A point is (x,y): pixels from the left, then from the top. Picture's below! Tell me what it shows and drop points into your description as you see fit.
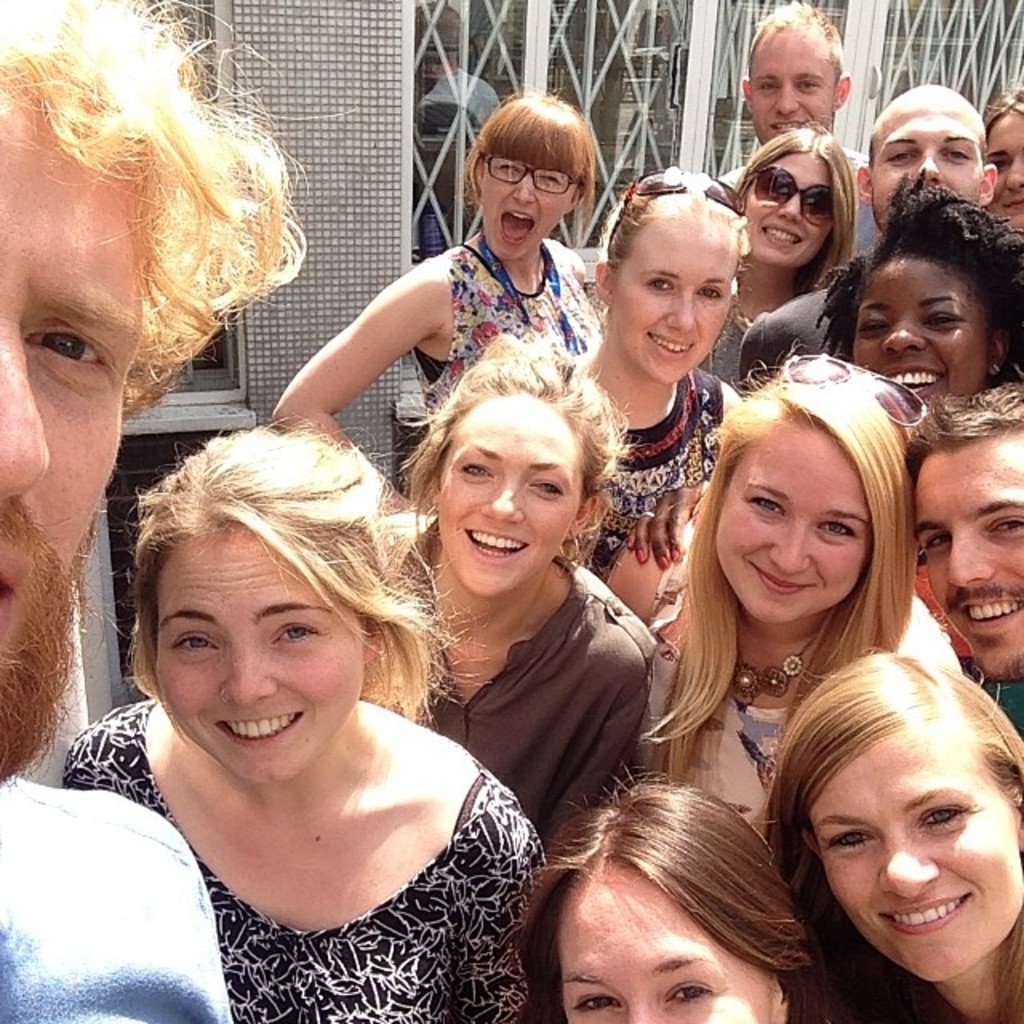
In the we can see a group of women (145,658) standing on the path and smiling and a man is capturing a selfie with them and in the background (476,23) we can see a wall (293,94) with windows (508,58).
